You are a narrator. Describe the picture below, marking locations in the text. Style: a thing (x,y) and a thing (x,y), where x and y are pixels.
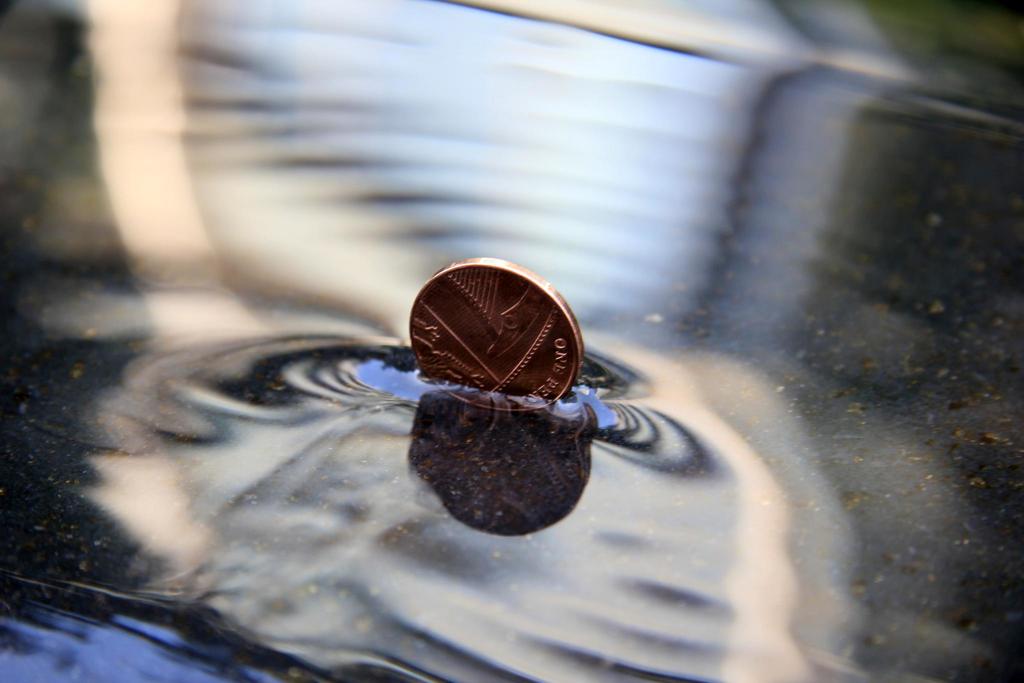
In the picture we can see a coin (440,308) in the water (551,587) and half of the coin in the water (527,580).
